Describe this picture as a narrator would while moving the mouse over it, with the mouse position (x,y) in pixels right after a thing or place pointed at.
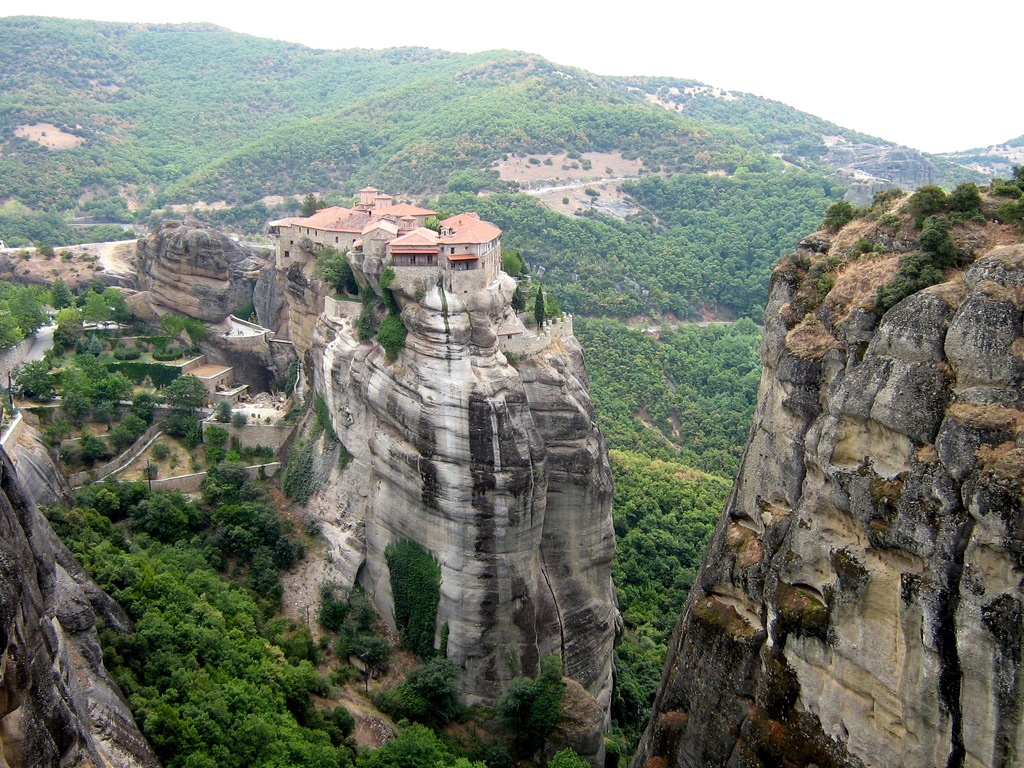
In this image we can see many hills (860,496). There are few houses (412,252) on the hills (402,296). There many trees (390,273) in the image.
